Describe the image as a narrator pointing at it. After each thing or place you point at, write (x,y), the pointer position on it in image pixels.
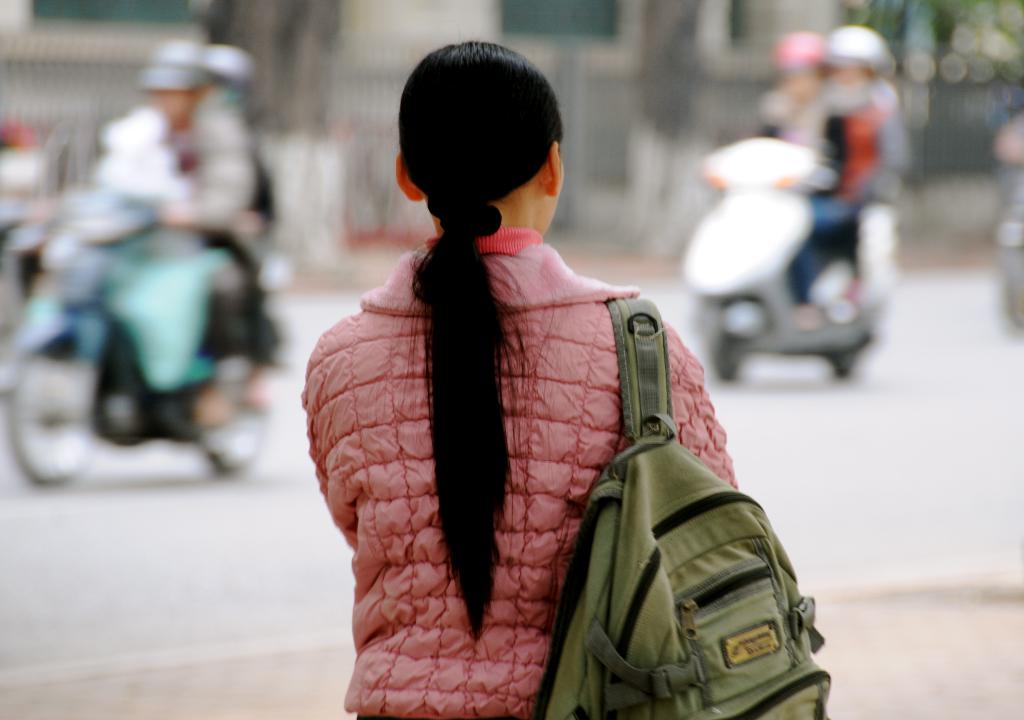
In the photograph a woman (431,321) is walking on the road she is wearing pink jacket (363,412), a bag (676,633). she is wearing a ponytail (466,199), in the background (882,207) there are few vehicles (761,204) running on the road (1018,434).
